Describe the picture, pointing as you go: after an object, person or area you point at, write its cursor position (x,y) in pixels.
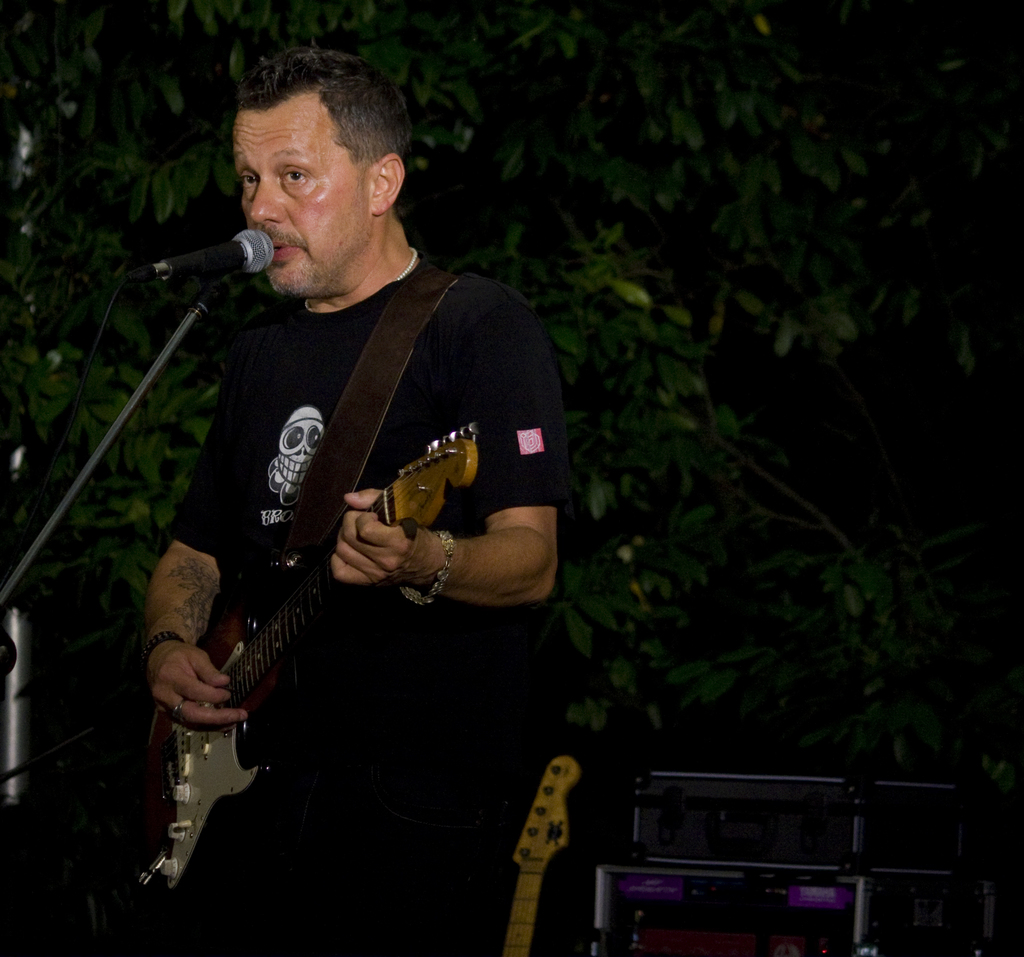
In the given image we can see the man (232,386) standing and holding a guitar (260,604) in his hand (201,672). This is the microphone (227,248). This is a tree (642,292) back of him.
